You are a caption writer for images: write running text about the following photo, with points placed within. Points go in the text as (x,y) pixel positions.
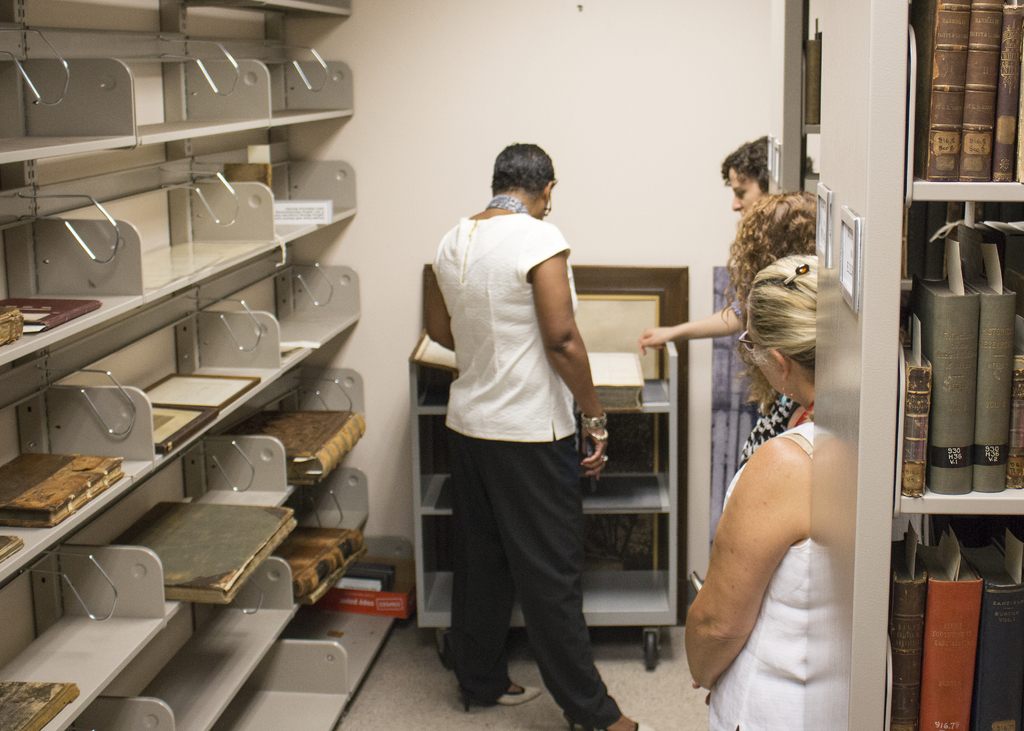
In this picture there is a woman (498,318) who is wearing white dress (493,400), black trouser (551,550) and sandal (627,729). She is standing near to the cupboard (659,599). On the right (808,318) we can see three persons (796,287) standing near to the steel rack (838,173). Here we can see many books (991,153). On the left (228,513) we can see some books (274,513) near to the wall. This room (717,504) looks like a library (494,78).
